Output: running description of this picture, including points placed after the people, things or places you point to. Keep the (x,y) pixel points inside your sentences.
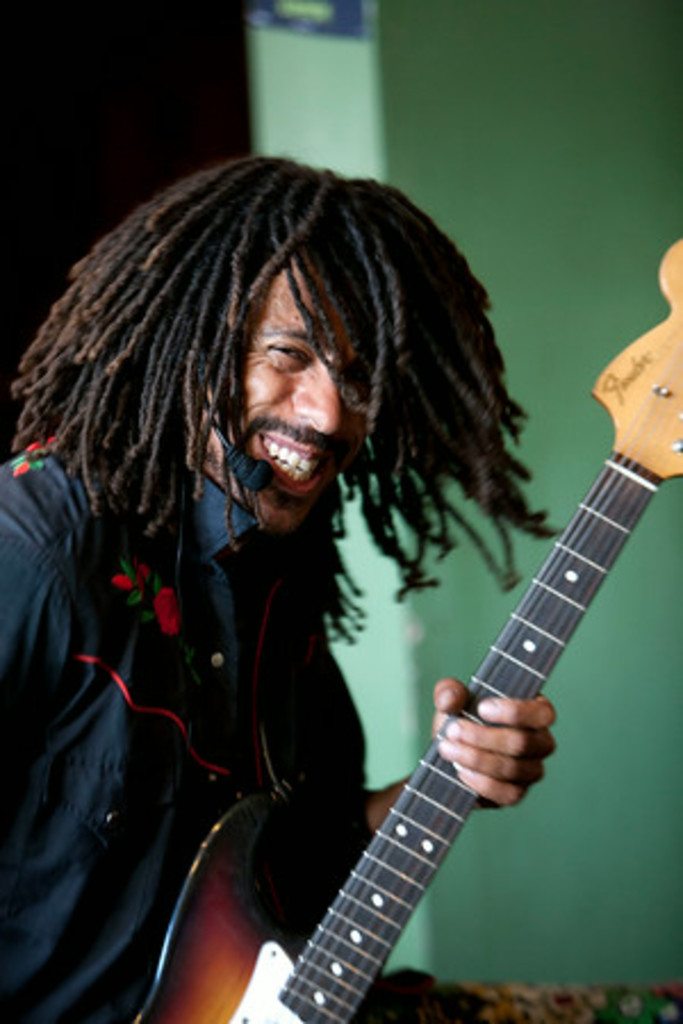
Here a man (287,532) is playing the guitar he has microphone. He is smiling.
